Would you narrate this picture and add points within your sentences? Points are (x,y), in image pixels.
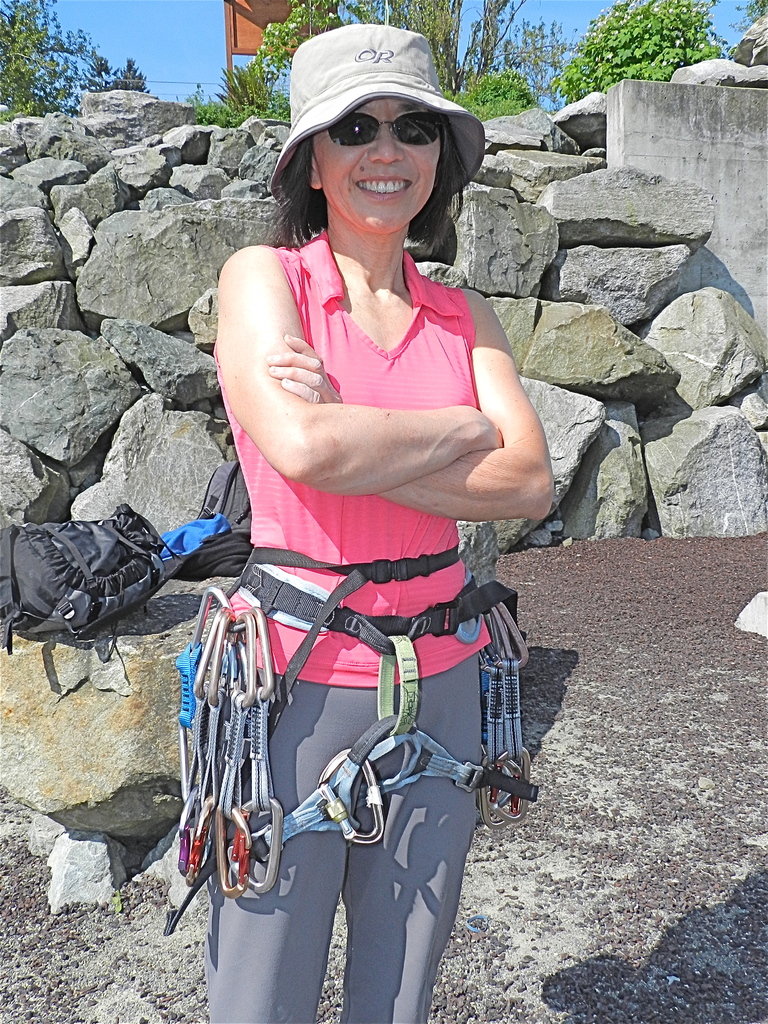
In the center of the image (420,420) we can see a lady (398,326) standing she is wearing a cap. In the background (133,628) there are bags (133,521), rocks (147,232), trees (694,17) and sky (171,35).
